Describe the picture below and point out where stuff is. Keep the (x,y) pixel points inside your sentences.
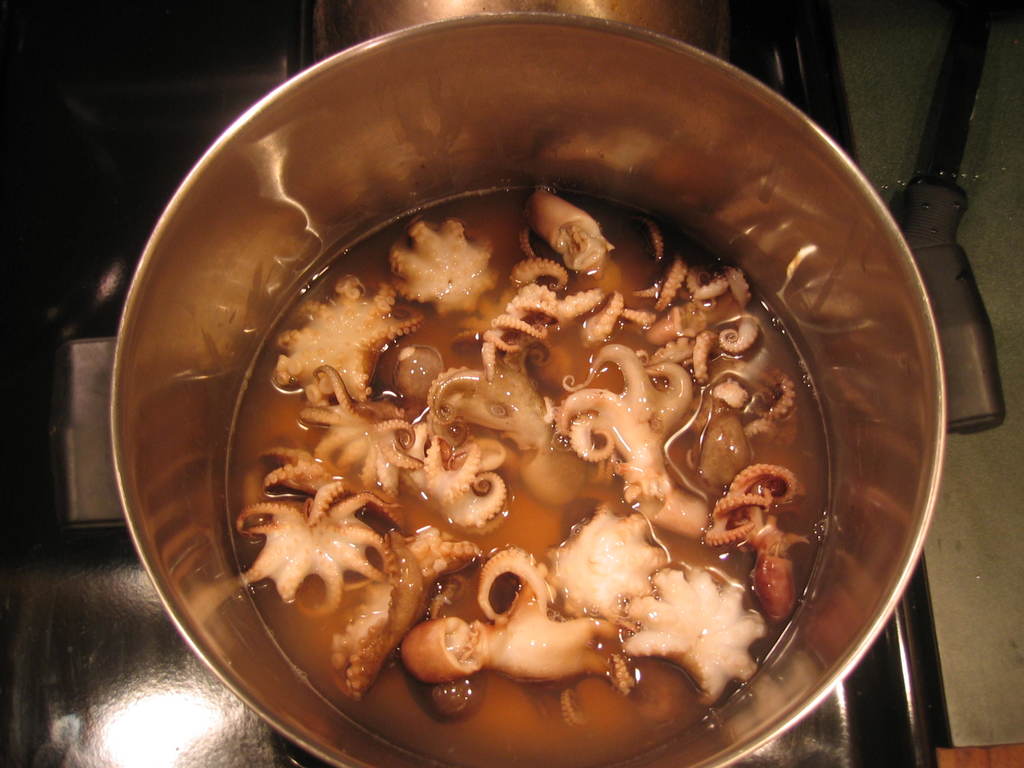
There are octopuses (310,520) in a soup (681,689) which is in a bowl (653,66). And this bowl (282,723) is on a stove (875,705).
